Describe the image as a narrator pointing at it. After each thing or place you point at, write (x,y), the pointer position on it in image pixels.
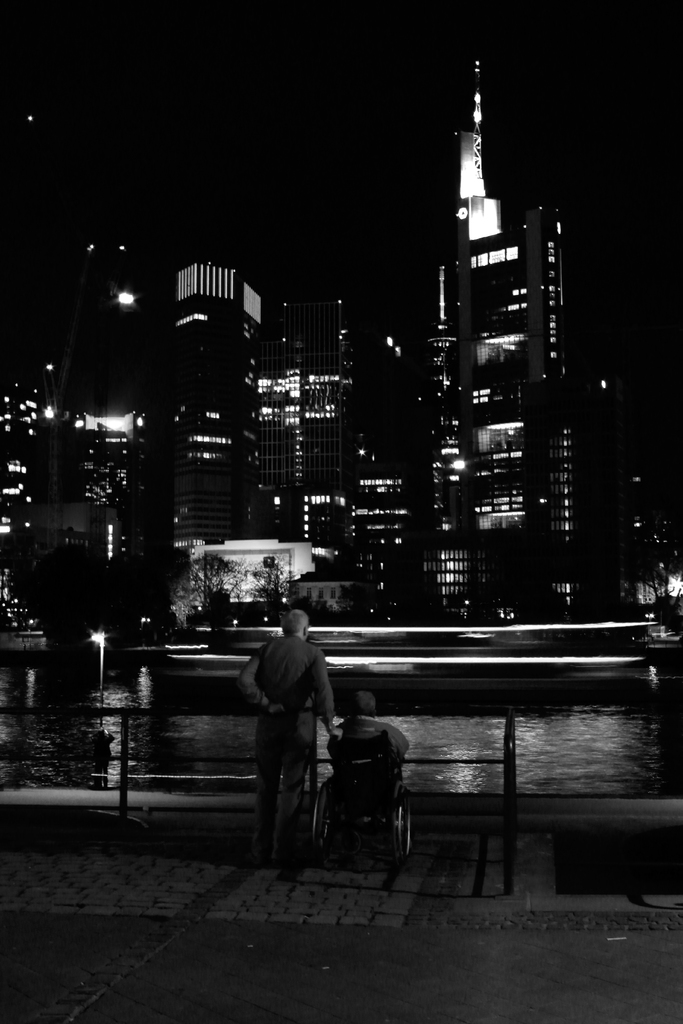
In this picture we can see so many buildings (300,389), in front (36,690) we can see the water lake (454,731), side we can see two people (276,797) are watching.
